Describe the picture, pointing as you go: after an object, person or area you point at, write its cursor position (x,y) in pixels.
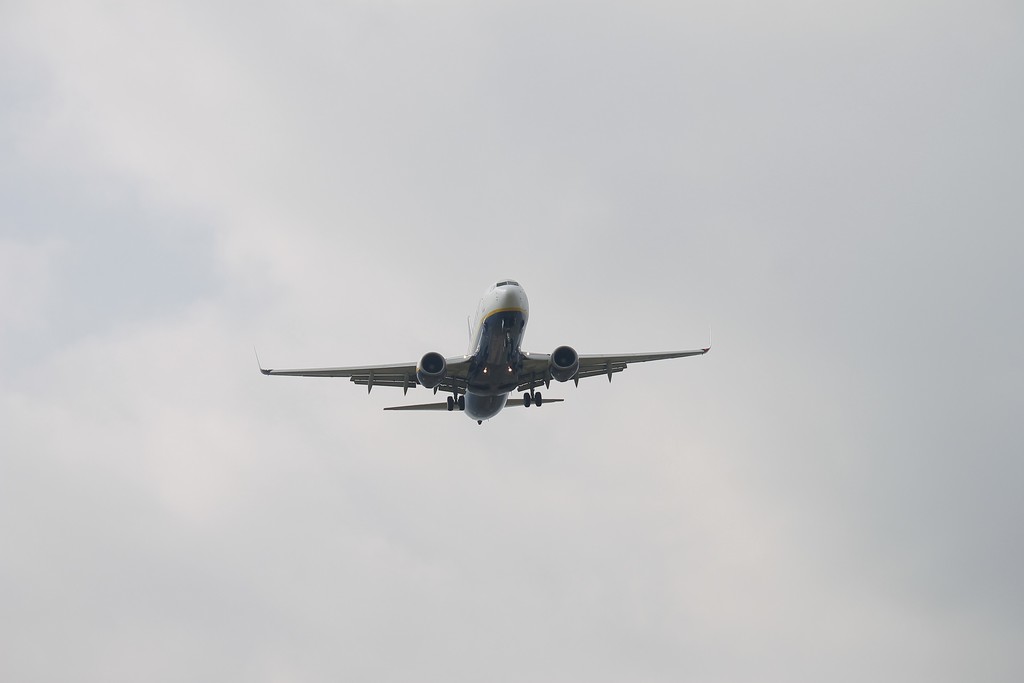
In this image I can see an airplane (458,378) in the air (559,422). In the background (458,249) I can see clouds (320,99) and the sky (207,211).
